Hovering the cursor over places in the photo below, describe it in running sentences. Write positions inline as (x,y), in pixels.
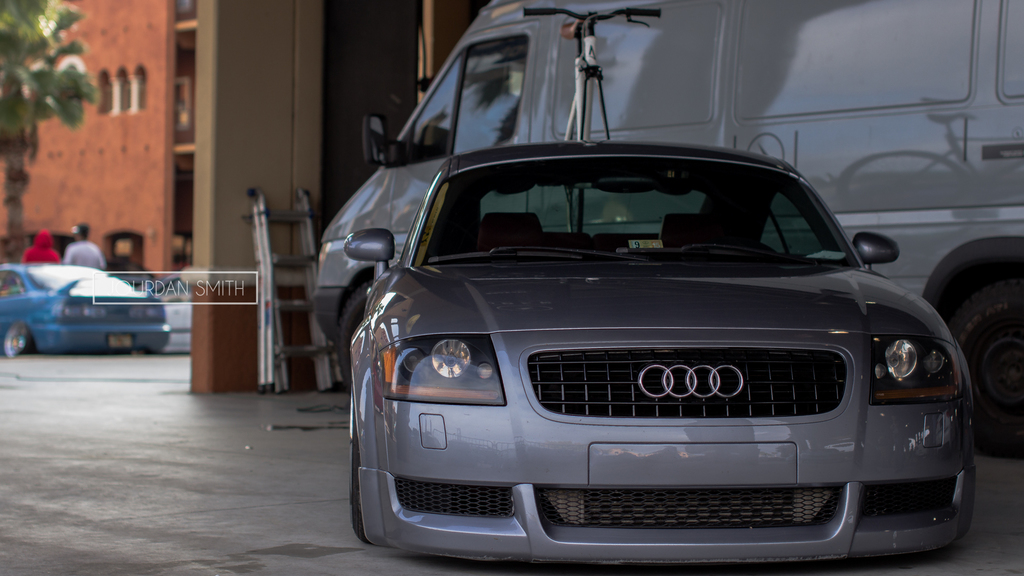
In this image we can see some cars (422,311) and a van (329,259) placed on the surface (314,416). We can also see a stand (594,29) with a handle (554,14), a ladder (321,372), two people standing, a tree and a building (88,196). On the left side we can see some text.
